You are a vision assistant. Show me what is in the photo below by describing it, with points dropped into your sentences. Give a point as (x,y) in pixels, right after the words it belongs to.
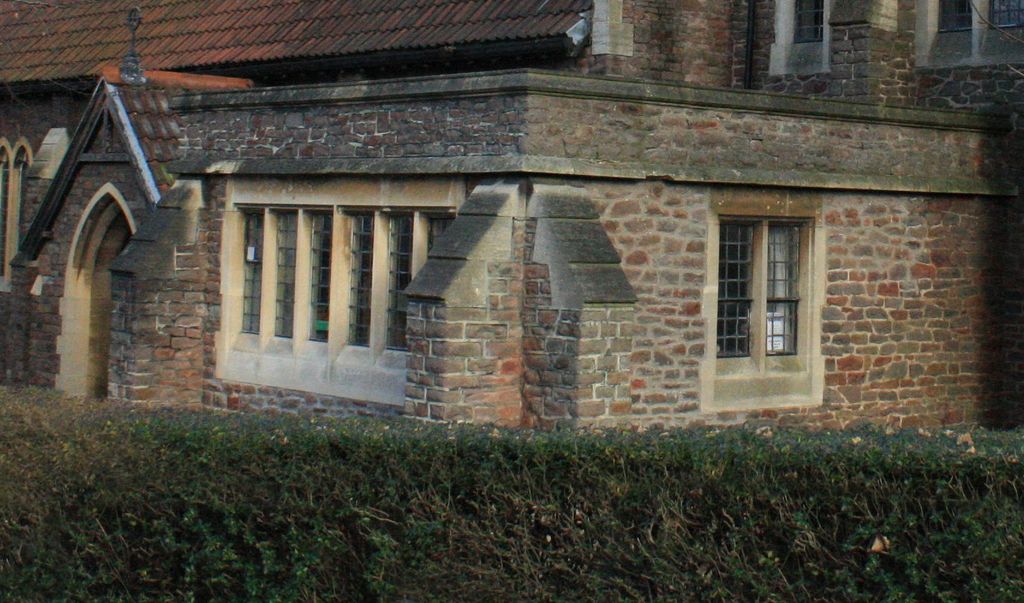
In this image there is a building (451,265) and we can see a door (115,253) and windows (742,291). At the bottom (897,506) there is a hedge (475,501).
